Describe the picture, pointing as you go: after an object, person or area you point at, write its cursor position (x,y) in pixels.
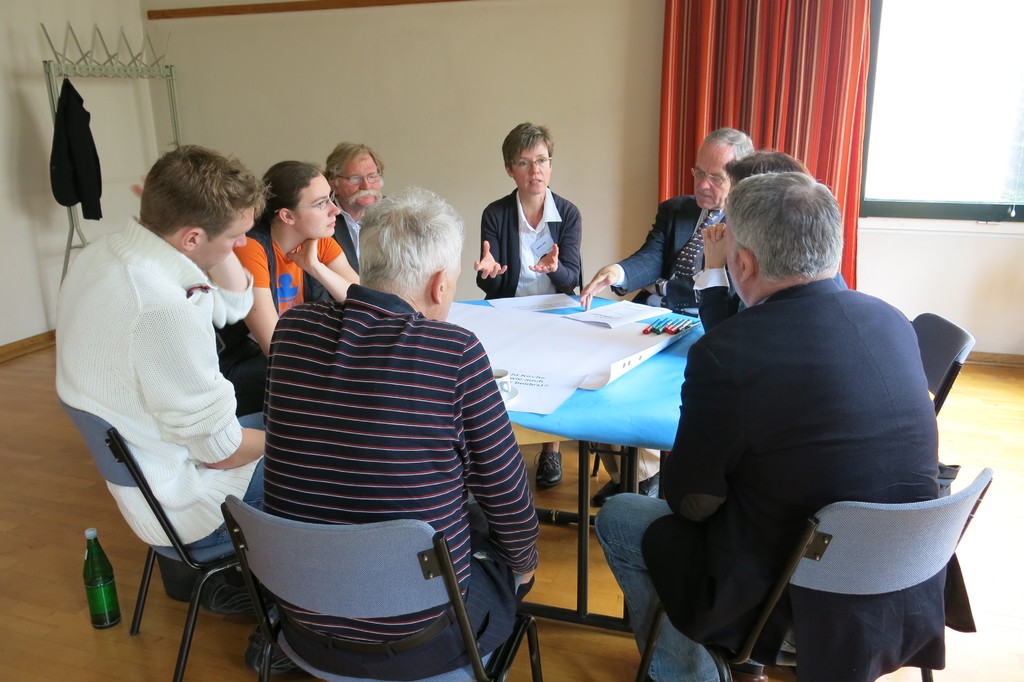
In the image we can see there are people (735,164) who are sitting on the chair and in front of them there is a table (642,375) on which there are white charts (591,345) and marker pens (667,325) and at the back (749,119) the curtain (779,89) is in red colour and there is a water bottle (101,556) on the floor (109,646).
